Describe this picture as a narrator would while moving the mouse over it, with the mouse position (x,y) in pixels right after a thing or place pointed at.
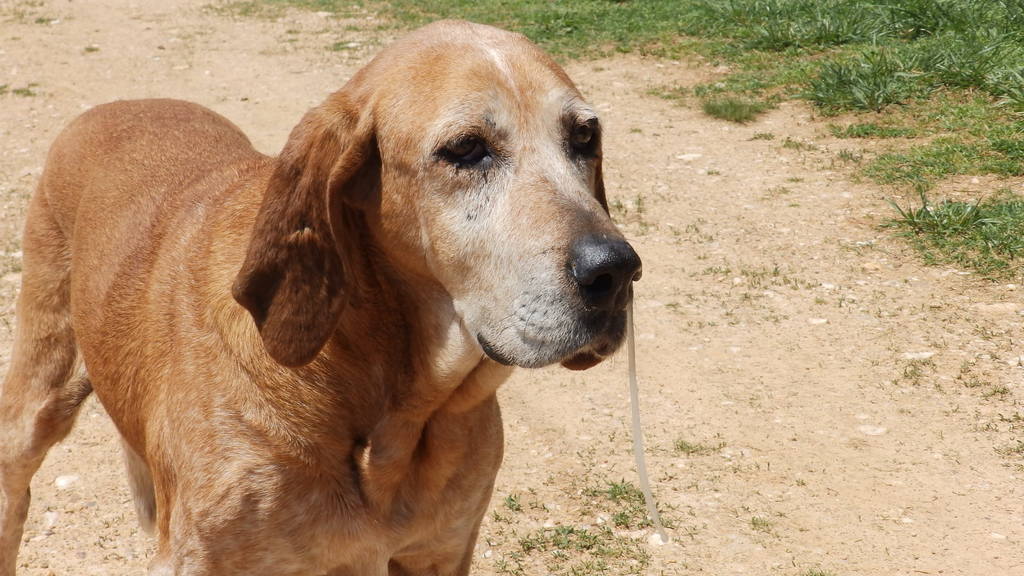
This picture is clicked outside. On the left (238,243) we can see a dog (353,299) standing on the ground (505,456). On the right (897,101) we can see the green grass (777,42).
